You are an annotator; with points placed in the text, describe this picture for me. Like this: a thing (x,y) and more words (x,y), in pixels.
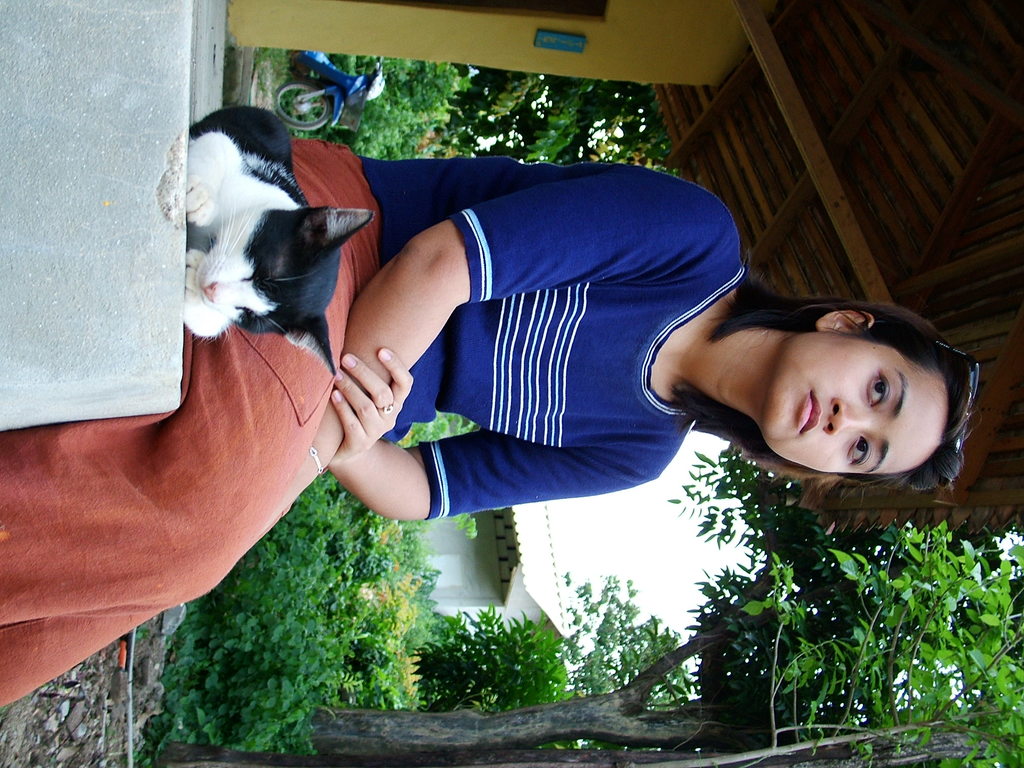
In this image I can see a woman (666,347) wearing a blue color t-shirt (473,328) and sit on the bench (124,404) and on the bench (140,379) I can see a cat (258,153) on the left side (227,138), in the middle (665,510) I can see trees (420,683), the sky (608,517) and the wall (452,534), at the top I can see the roof (911,25) and scooter (293,112).
